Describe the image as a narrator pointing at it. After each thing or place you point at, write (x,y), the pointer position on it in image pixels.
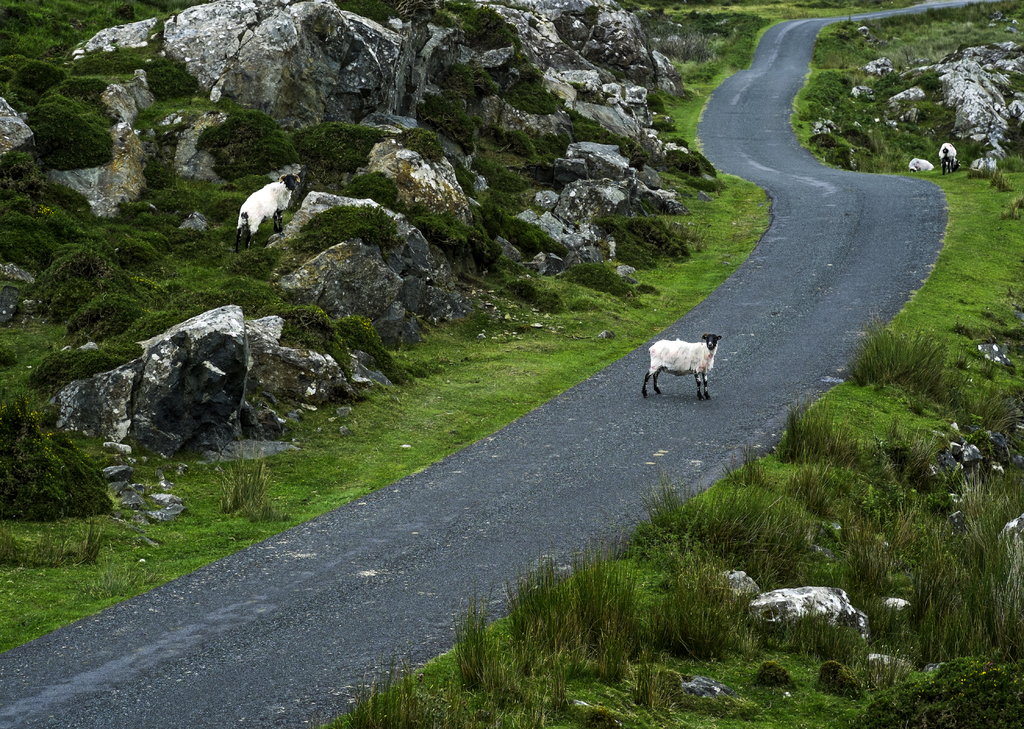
In the middle of the picture (647,373), we see a sheep (689,356) is standing on the road (629,417). Beside that, we see the grass (751,529) and the rocks (803,603). On the left side (264,182), we see a sheep (246,207), grass (212,236) and rocks (437,210). In the right top of the picture (826,60), we see the sheep (947,165), grass (894,115) and rocks (954,94).
